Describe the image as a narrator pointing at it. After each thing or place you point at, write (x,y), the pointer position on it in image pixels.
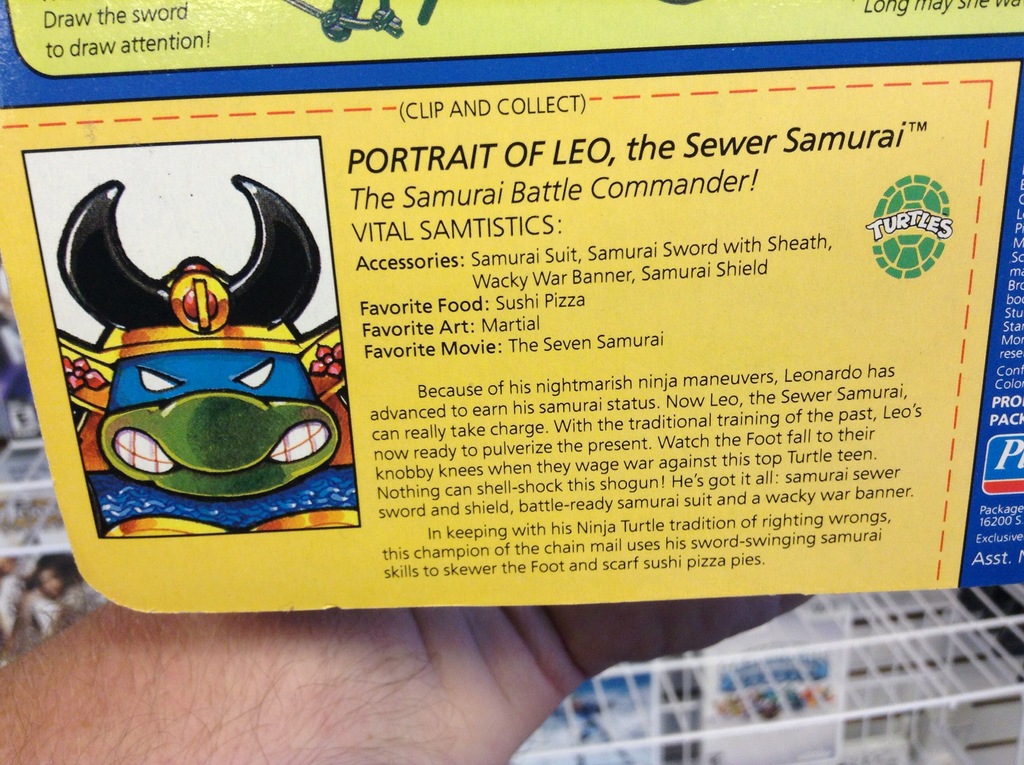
In this picture I can see the hand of a person (313,609) holding a card (520,366). I can see animated image (281,377) on it and it is yellow and blue color. I can see text (641,389) on it.
